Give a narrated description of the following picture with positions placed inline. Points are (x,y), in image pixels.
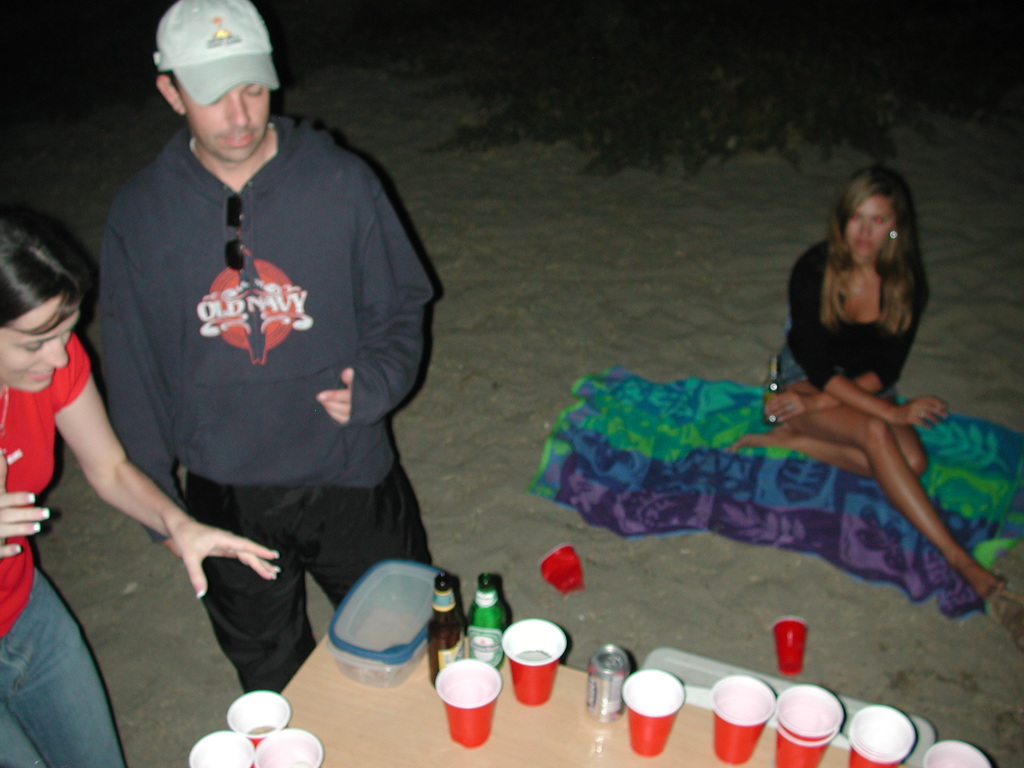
An outdoor picture. This 2 persons (186,402) are standing. This woman (831,266) is sitting on a cloth (686,410). On this table (430,703) there is a box (429,605), bottles (476,637), cups (520,659) and tin (599,665).
